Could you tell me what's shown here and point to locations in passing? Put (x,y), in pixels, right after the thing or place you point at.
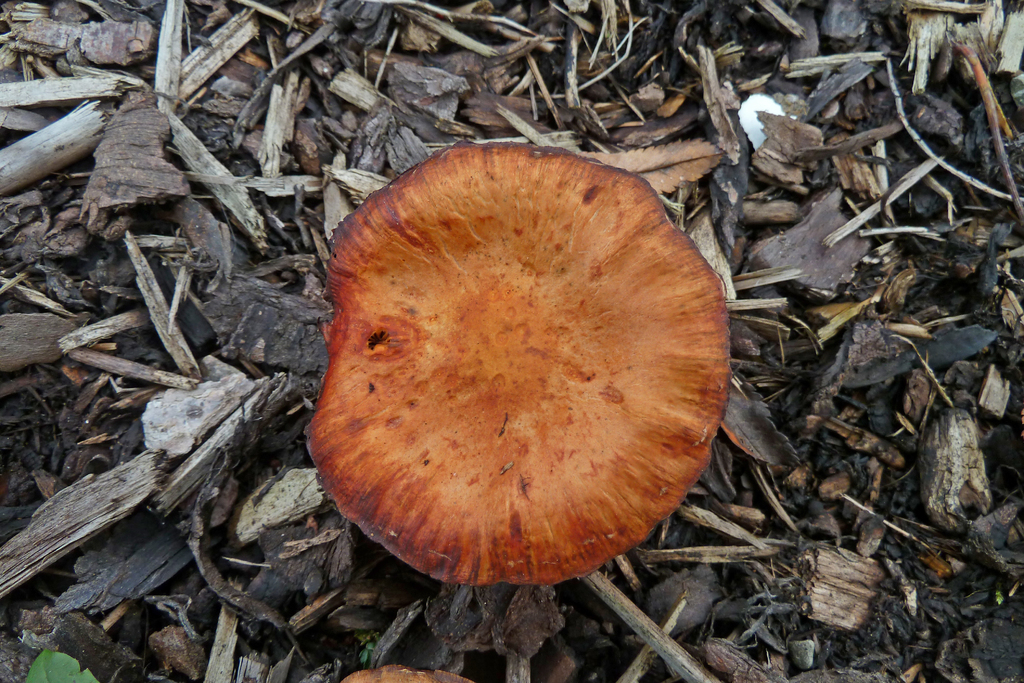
In the center of the image (472,373) a mushroom (537,396) is there. In the background of the image (196,154) we can see wood pieces (279,498) are present.
